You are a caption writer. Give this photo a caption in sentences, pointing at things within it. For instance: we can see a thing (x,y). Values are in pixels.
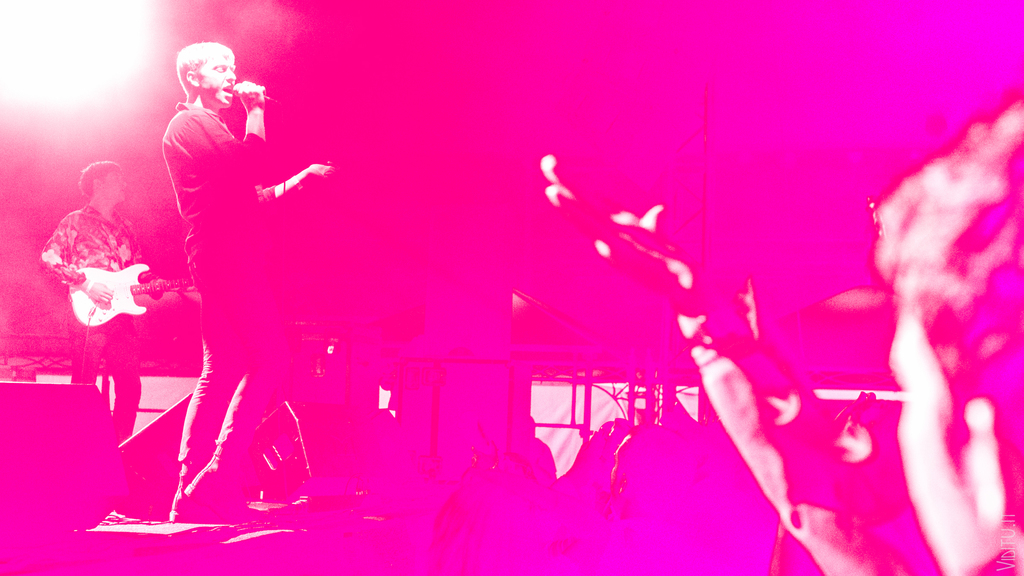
In this image, we can see few people (995,302). On the left side of the image (211,190), we can see a person (205,153) is holding a microphone (237,94) and singing. Here a person (89,291) is holding a guitar (134,291) and playing.
